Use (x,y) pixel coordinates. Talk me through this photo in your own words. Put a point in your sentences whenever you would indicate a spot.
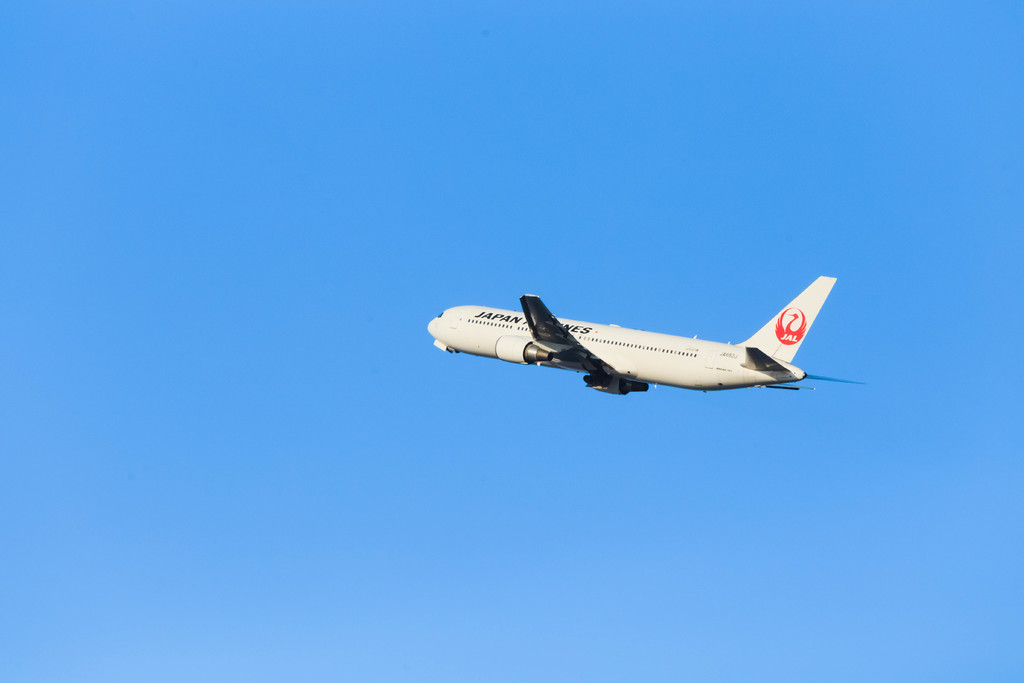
In this picture we can see an airplane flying and in the background (567,480) we can see the sky (549,448).
